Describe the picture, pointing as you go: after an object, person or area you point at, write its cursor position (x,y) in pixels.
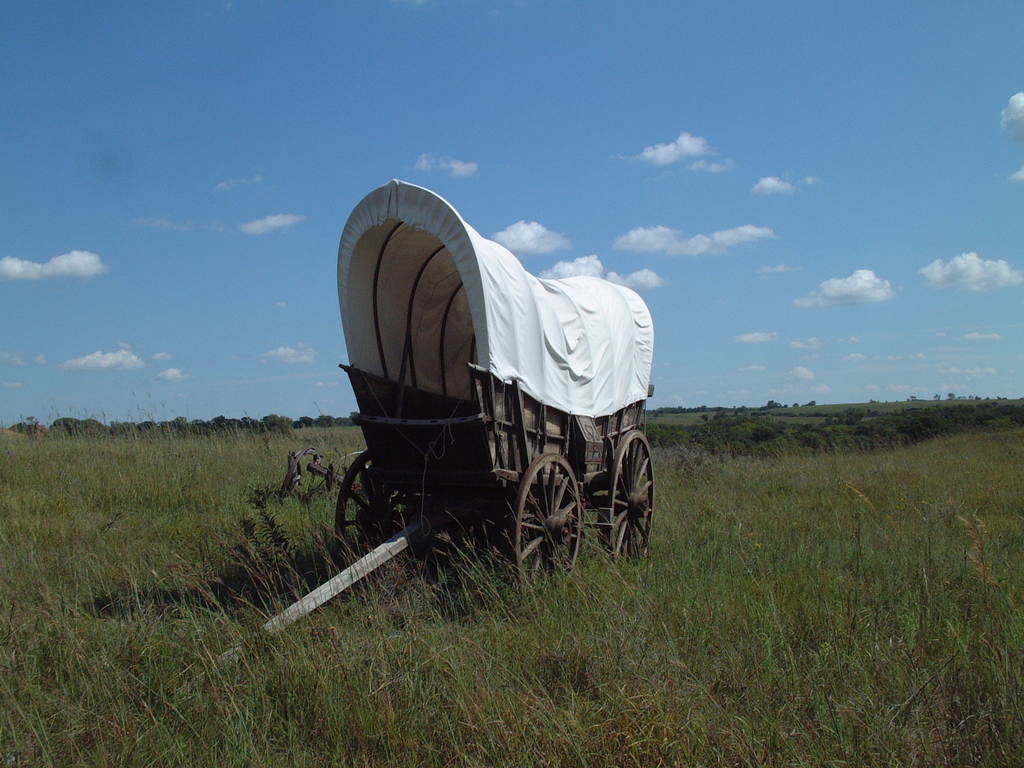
In this picture there is a cart (456,315) in the center of the image (563,377) on the grassland (856,514), it seems to be there are trees (245,428) in the background area of the image (745,403) and there is sky (557,192) at the top side of the image (513,113).
